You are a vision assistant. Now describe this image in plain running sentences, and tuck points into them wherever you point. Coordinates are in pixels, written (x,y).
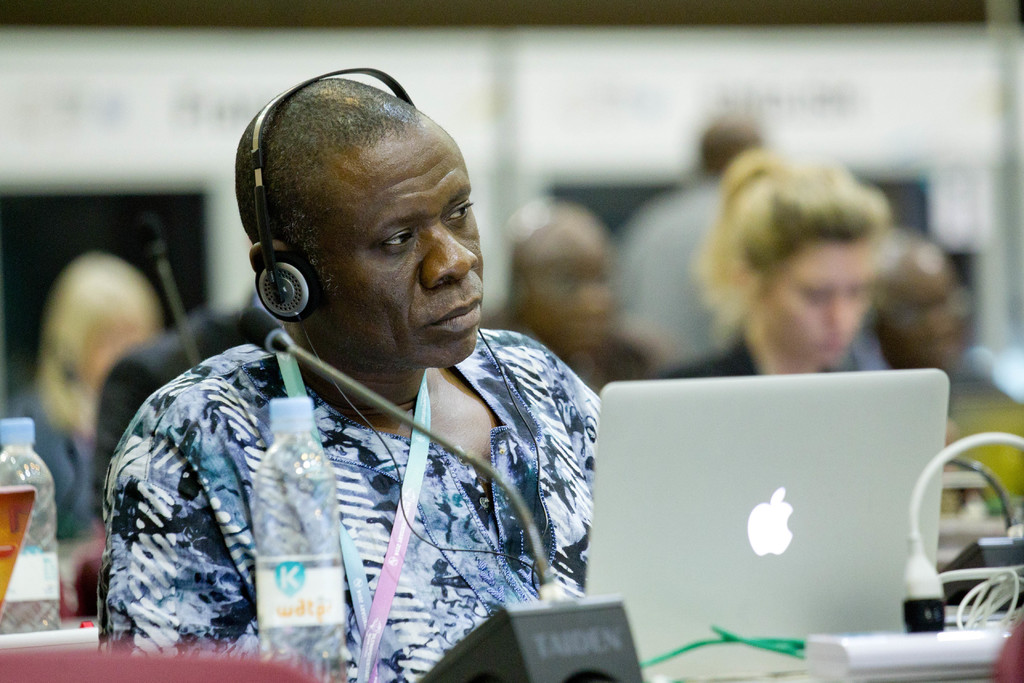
In this image we can see people (543,351) sitting on the chairs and desks (947,522) are placed in front of them. On the desks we can see mic (542,616), disposal bottles (334,590), laptop (755,557), cables (799,641) and an extension board (908,652).
